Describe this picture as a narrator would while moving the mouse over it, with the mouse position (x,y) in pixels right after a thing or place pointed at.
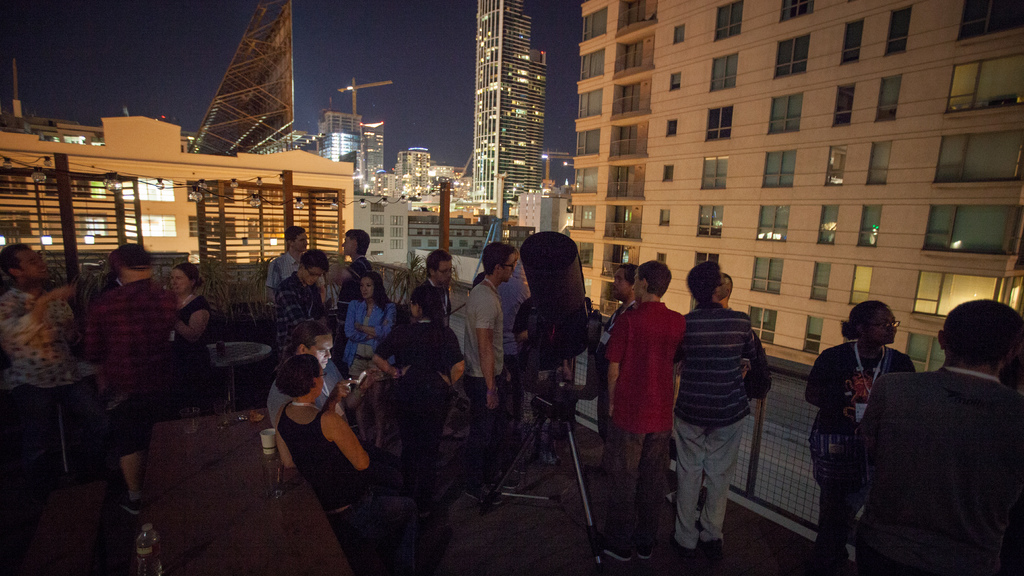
In this picture, there are group of people (319,387) at the bottom (353,484). Towards the left (170,467), there is a table (276,523). Beside the table (231,436), there is a woman (308,381) and a man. Man (354,391) is holding a mobile (359,376). Towards the right (869,405), there is another woman (823,538) and a man (994,320). In the center (560,249), there is a device (557,246). In the background (430,180), there are buildings (506,82) and a sky (452,89).
